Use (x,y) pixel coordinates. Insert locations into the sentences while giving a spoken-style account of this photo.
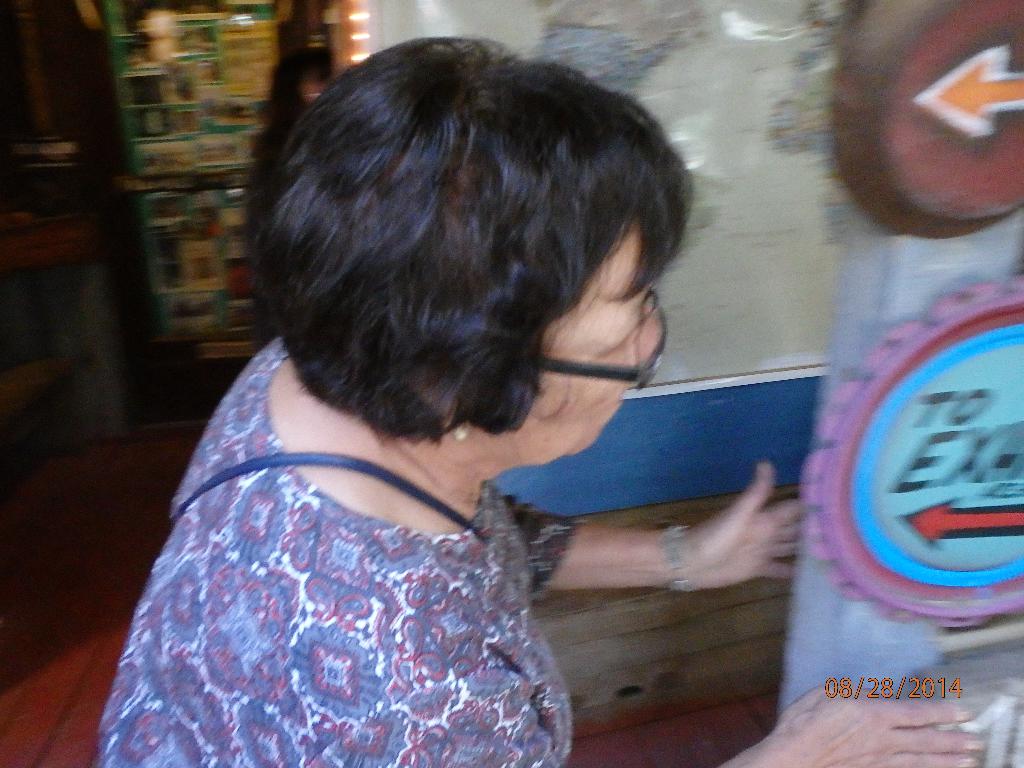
In this picture we can see a woman (563,343) wore spectacles (661,353) and in front of her we can see an object (923,77) and in the background (572,44) we can see the lights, floor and some objects (199,118).
